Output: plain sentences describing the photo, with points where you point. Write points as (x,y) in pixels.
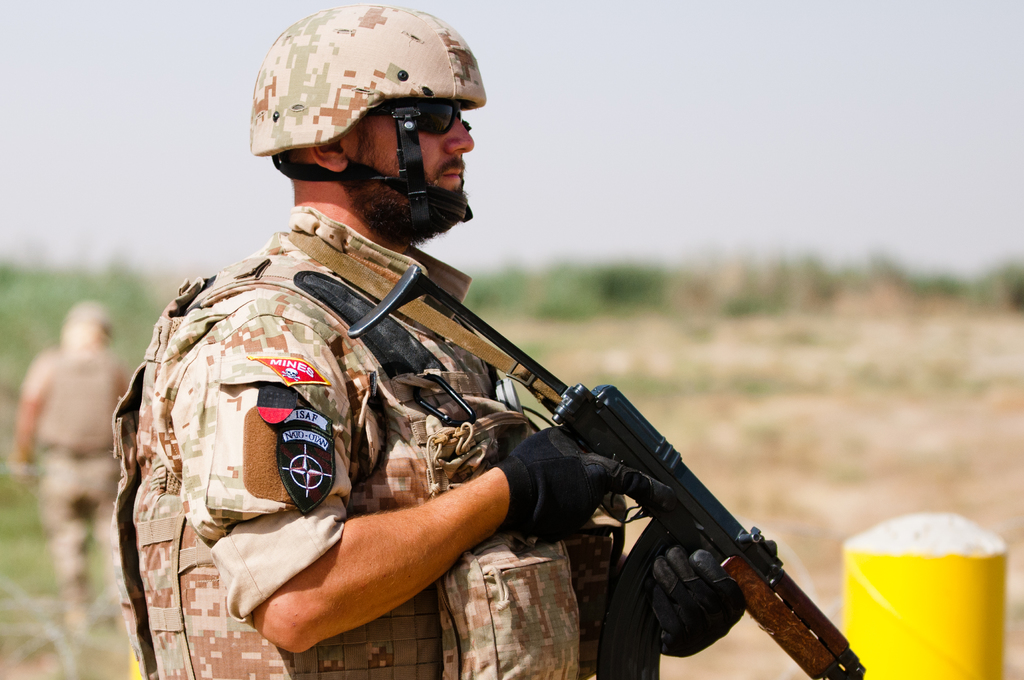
In this image we can see a person (488,574) wearing the uniform (208,648), glasses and helmet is holding an object (639,643). The background of the image (30,248) is blurred, where we can see another person (68,415), we can see trees (8,281) and the sky (964,250). Here we can see the yellow color object (932,581).
